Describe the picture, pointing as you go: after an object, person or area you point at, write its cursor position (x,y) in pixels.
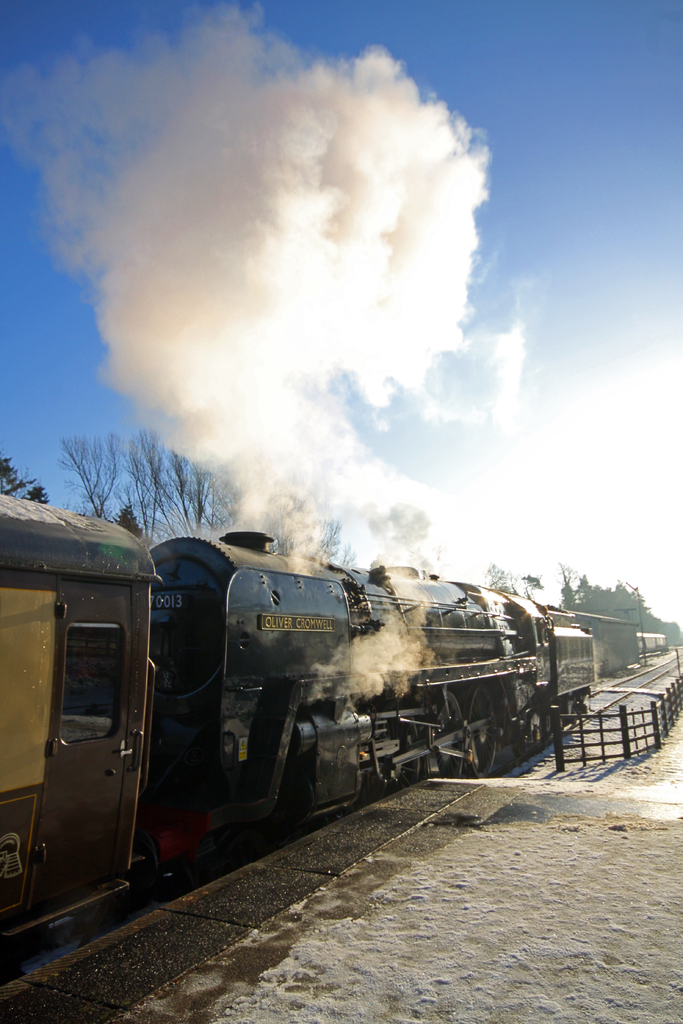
In the foreground of the picture (413,714) we can see train (385,714), railing (598,739) and platform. On the right (639,648) we can see trains (660,638), railway track (644,674) and trees (496,579). In the middle (235,487) there are trees (157,487). At the top (229,214) we can see smoke (315,196) and sky (535,103).
